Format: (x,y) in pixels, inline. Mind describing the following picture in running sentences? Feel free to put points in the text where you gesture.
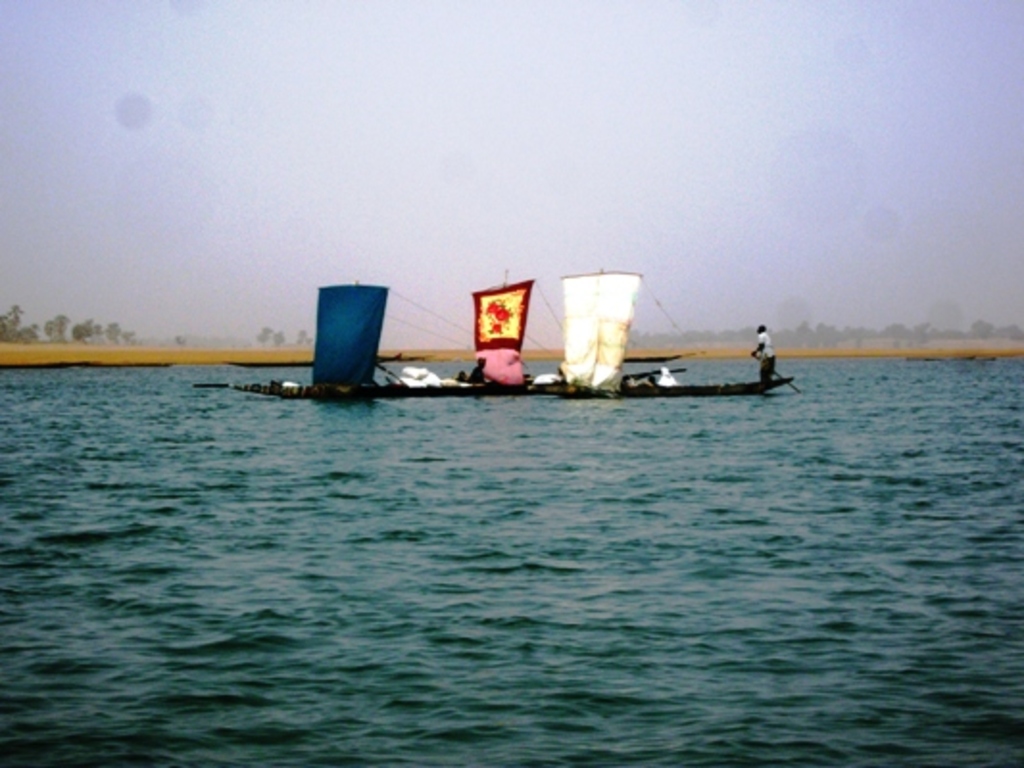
In the center of the image (644,392), we can see people (761,360) on the boats (504,330) and at the bottom (456,594), there is water (440,592).
